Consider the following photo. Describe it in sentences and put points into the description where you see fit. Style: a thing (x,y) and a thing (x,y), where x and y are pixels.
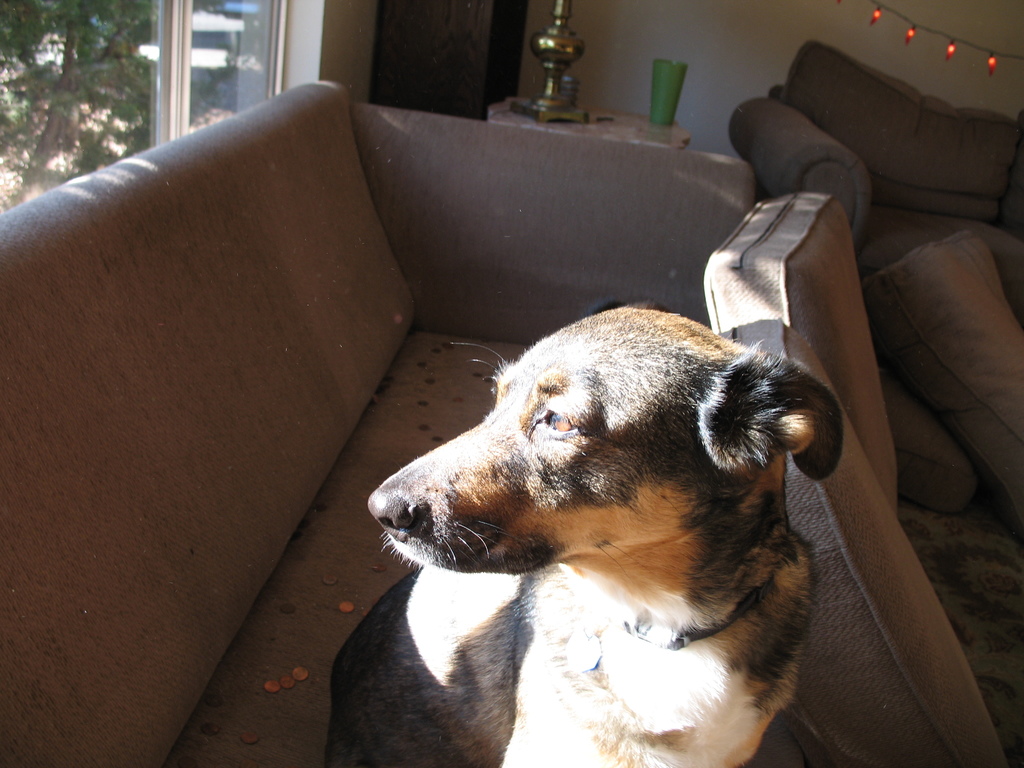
In this image I can see in the middle (620,512) a dog (519,611) is sitting on the sofa (367,338). On the left side (159,47) there are windows (243,59), outside this there are trees (109,60). On the right side (989,65) there are lights (876,20) in this image.
